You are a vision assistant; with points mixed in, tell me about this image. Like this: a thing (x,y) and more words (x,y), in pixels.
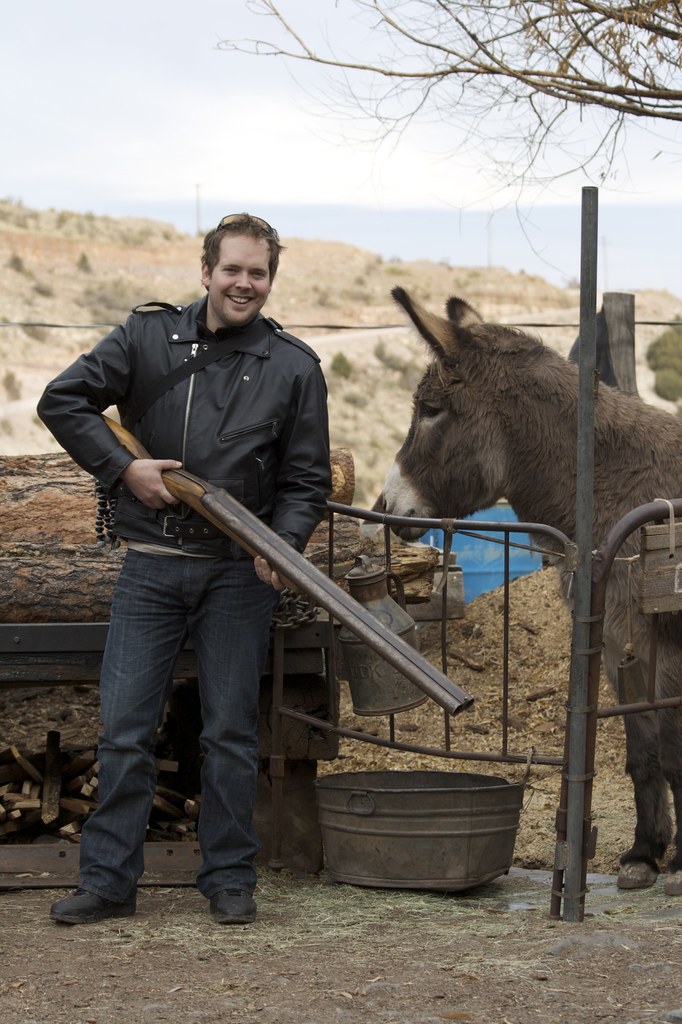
On the left side of this image (149,488) there is a man (184,461) wearing a jacket (190,388), holding a gun (170,490) in the hands (152,487), standing on the ground (91,952), smiling and giving pose for the picture. At the back of this man (172,537) there is a trunk (36,586). Beside him there is a metal basket (385,830) which is placed on the ground (385,930) and railing (446,624). Behind the railing (504,638) there is an animal (512,465) facing towards the left side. In the background (333,307) there is a hill (302,294). At the top of the image (190,94) I can see the sky (96,102) and a tree (574,39).
